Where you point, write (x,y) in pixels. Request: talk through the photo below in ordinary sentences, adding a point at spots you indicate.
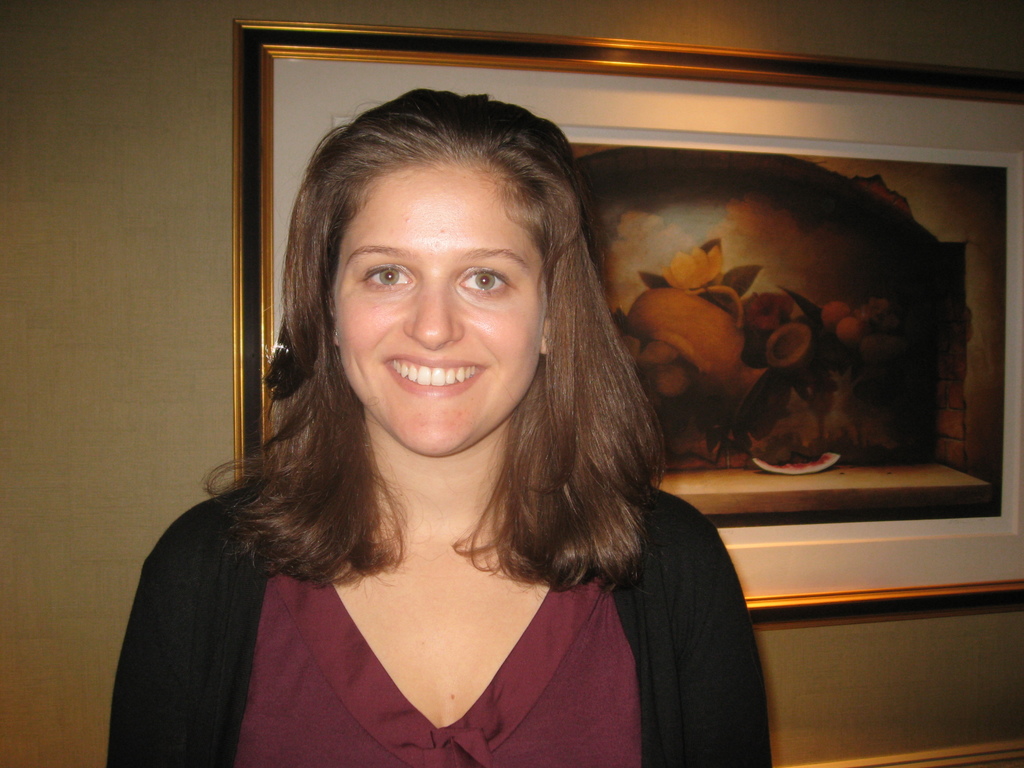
In this picture there is a woman (390,621) smiling. In the background of the image (629,95) we can see frame (892,110) on the wall (1020,22).
